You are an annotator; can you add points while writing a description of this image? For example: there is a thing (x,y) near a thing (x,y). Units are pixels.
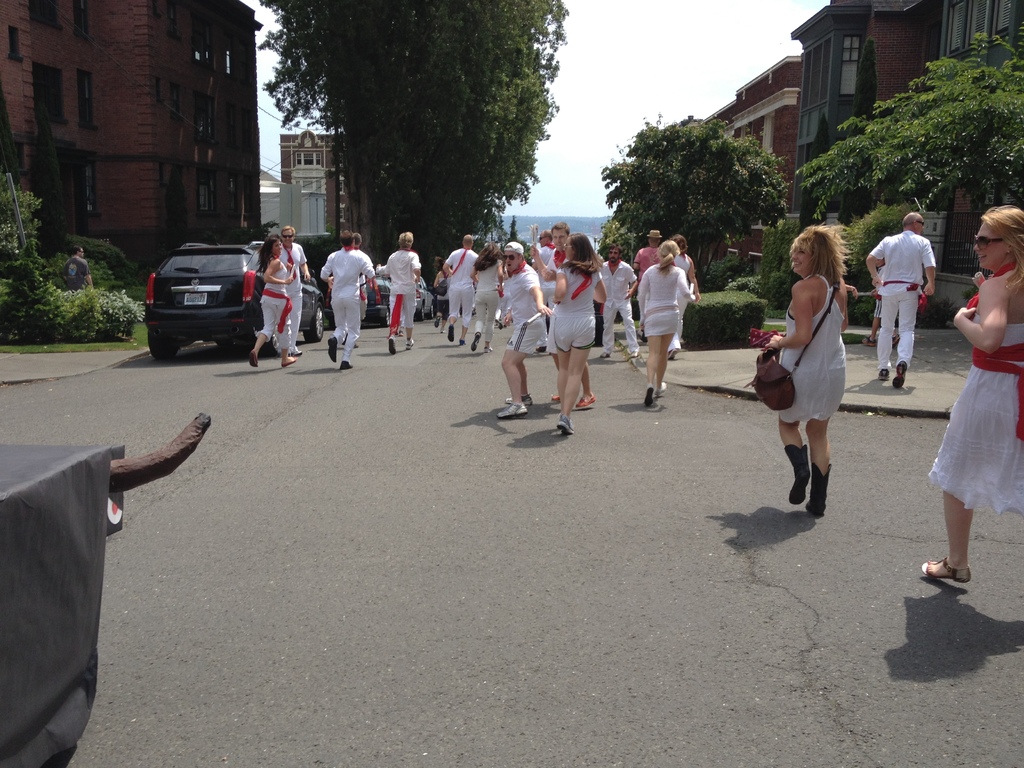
In this image I can see a road (277,390), on the road (365,356) I can see group of persons (561,281), vehicles (244,303), and beside the road (244,351) I can see buildings (17,122), trees (474,81), there is a persons (77,265) visible in front of bushes (68,312) on the left side (87,253), in the middle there is the sky (600,98) visible.
